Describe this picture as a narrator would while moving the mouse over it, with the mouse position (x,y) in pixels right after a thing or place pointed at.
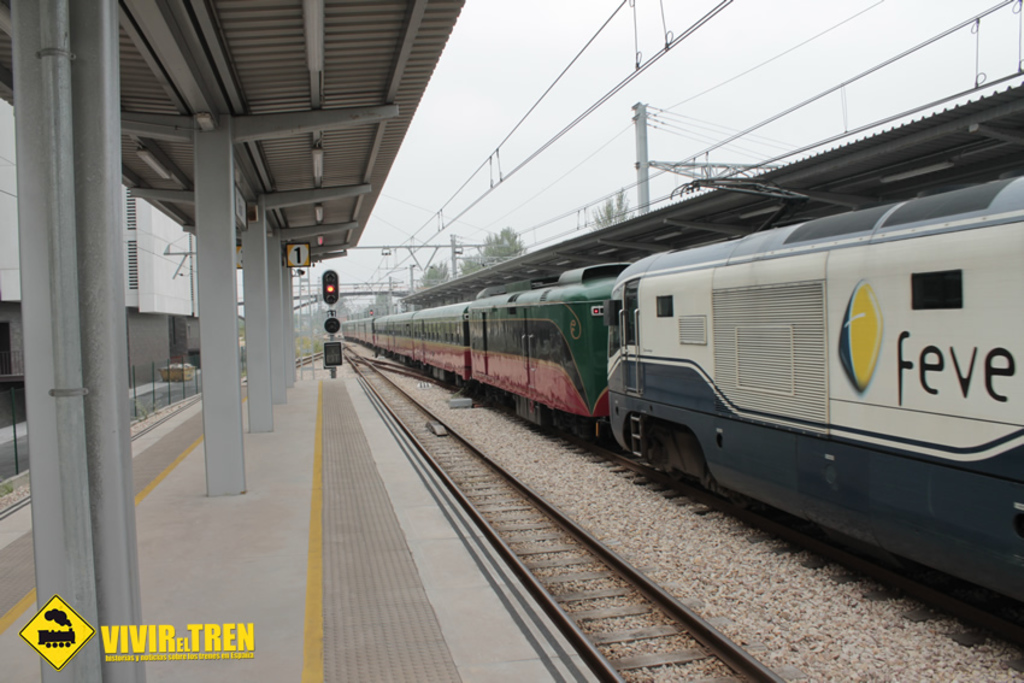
In this image we can see there is a train (835,425) on the track (847,567). There is a track (629,621). There is a platform (288,445). There are poles (637,159). In the background (558,98) we can see the sky (512,125) and trees (501,243).
